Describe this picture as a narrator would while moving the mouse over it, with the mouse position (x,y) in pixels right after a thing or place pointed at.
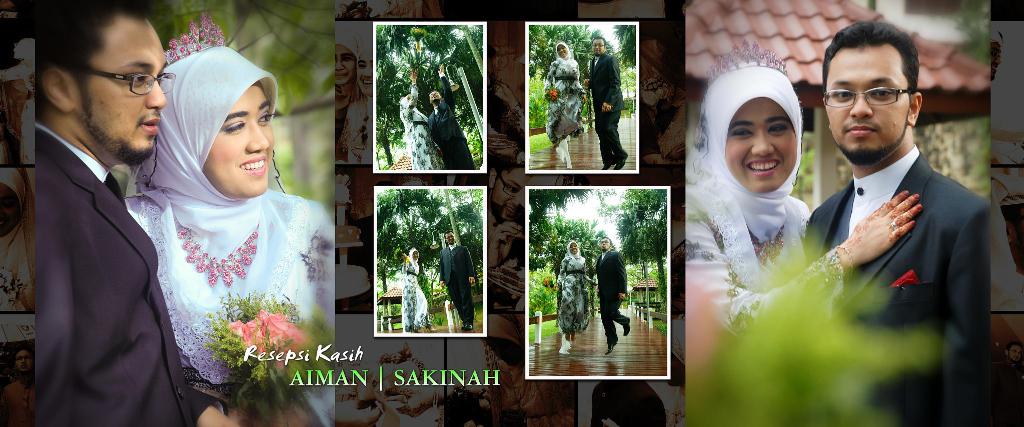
This is a collage image, in this image there is a man (132,259) and woman (236,211).
